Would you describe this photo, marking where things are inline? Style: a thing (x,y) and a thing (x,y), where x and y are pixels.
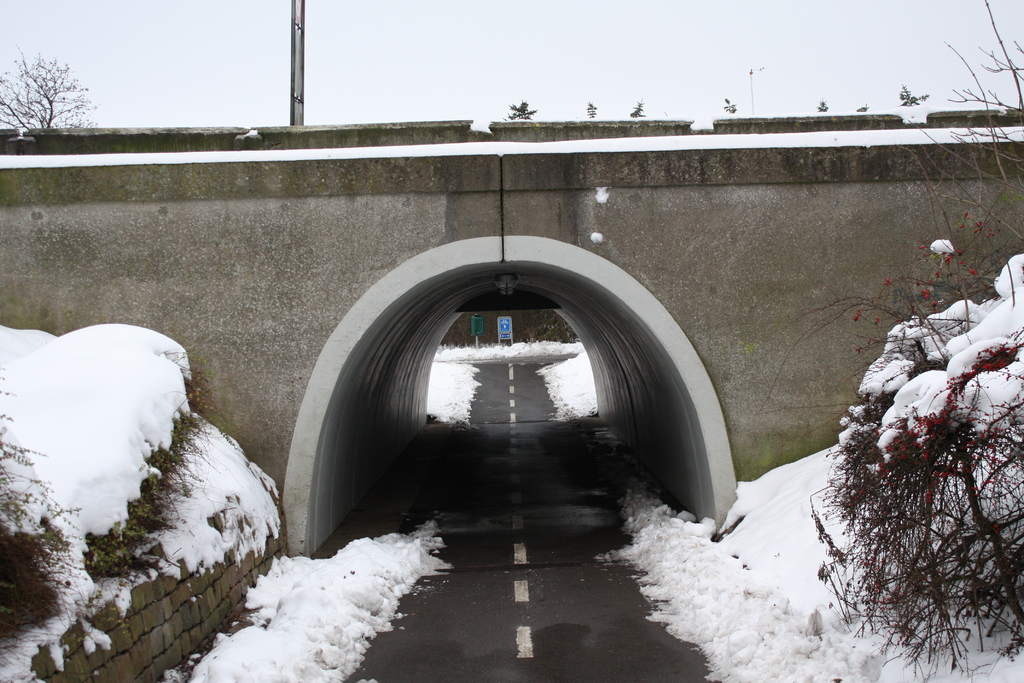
In this image I can see the road (478,619) and the bridge (473,252). On both sides of the road (573,629) I can see the snow (380,577) and the plants (928,530). In the background (475,335) I can see the boards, pole (301,77), trees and the sky (505,58).
